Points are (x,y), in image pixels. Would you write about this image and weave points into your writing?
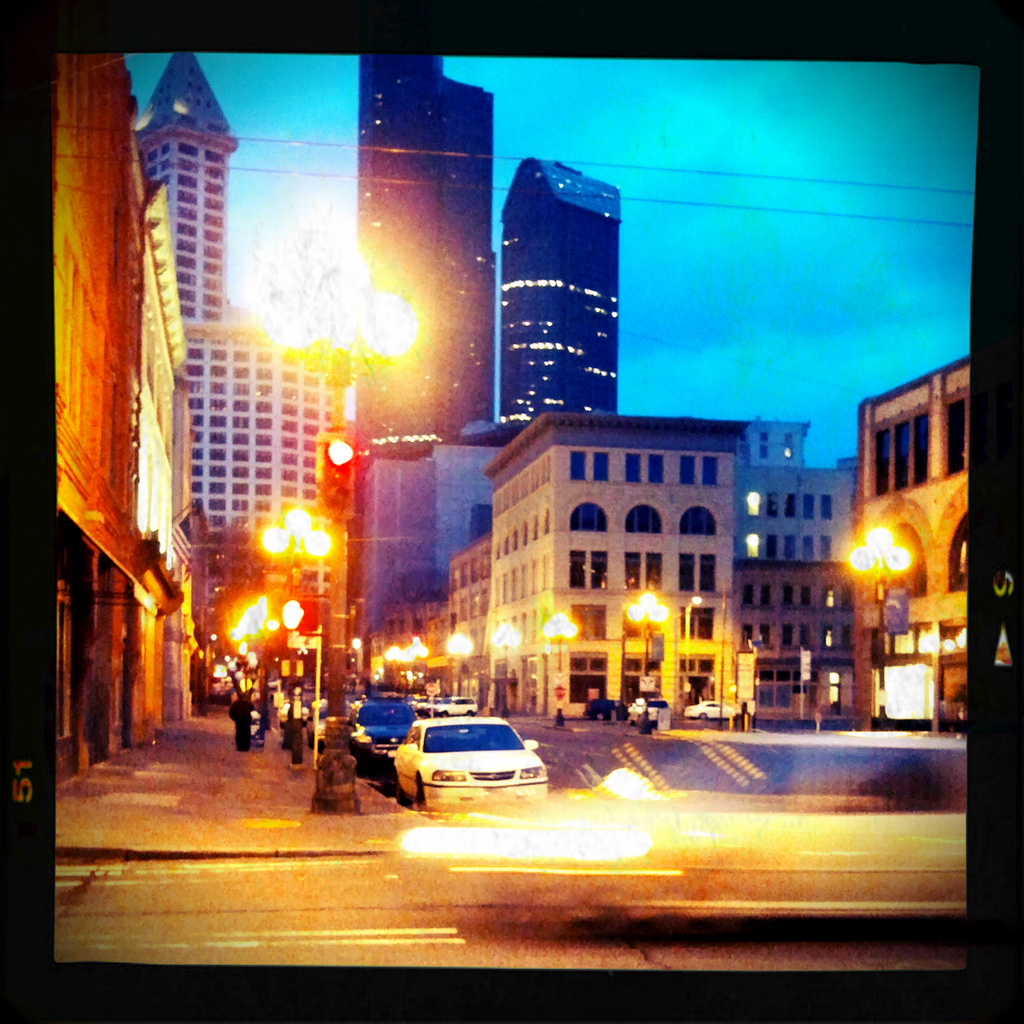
There are vehicles (504,732) and lamp poles (355,789) in the foreground area of the image (419,739), there are buildings (440,481) and the sky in the background (283,454).
